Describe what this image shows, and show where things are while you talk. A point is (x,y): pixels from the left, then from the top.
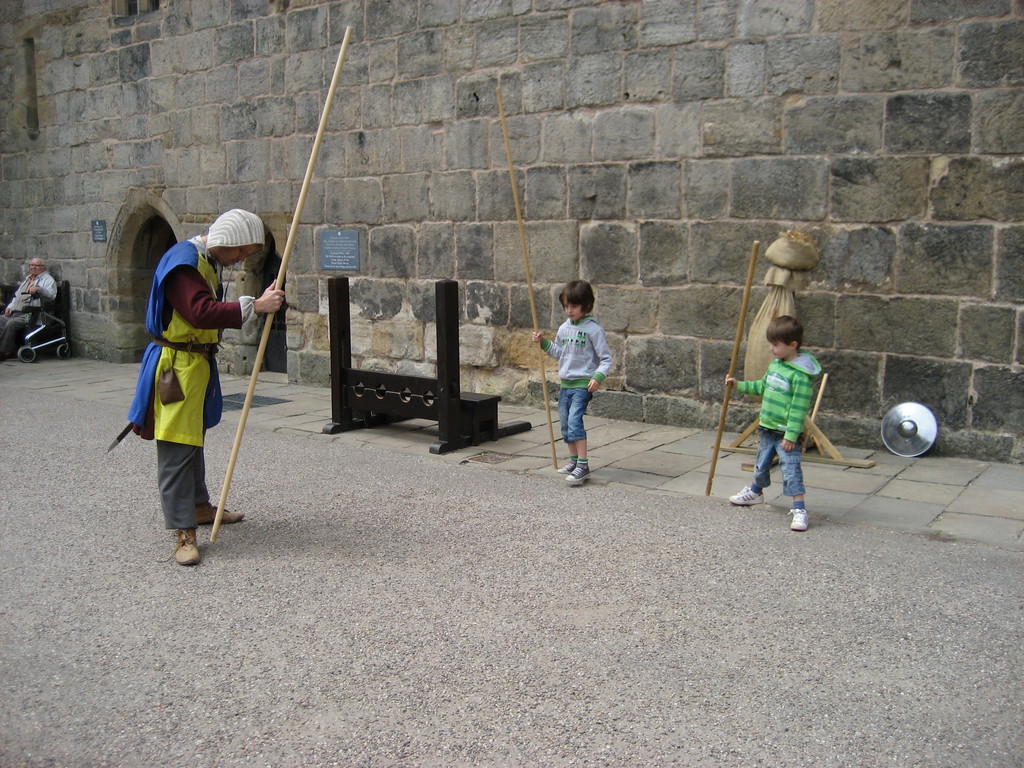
In this image there is a man (210,369) and two children's (607,365) are holding sticks (714,456) in their hands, in the background (388,336) there is a wall (1000,335) for that wall (961,425) there is an entrance (157,241) and there is a wooden bench (452,387) and a man (26,287) sitting on a chair (52,325).
